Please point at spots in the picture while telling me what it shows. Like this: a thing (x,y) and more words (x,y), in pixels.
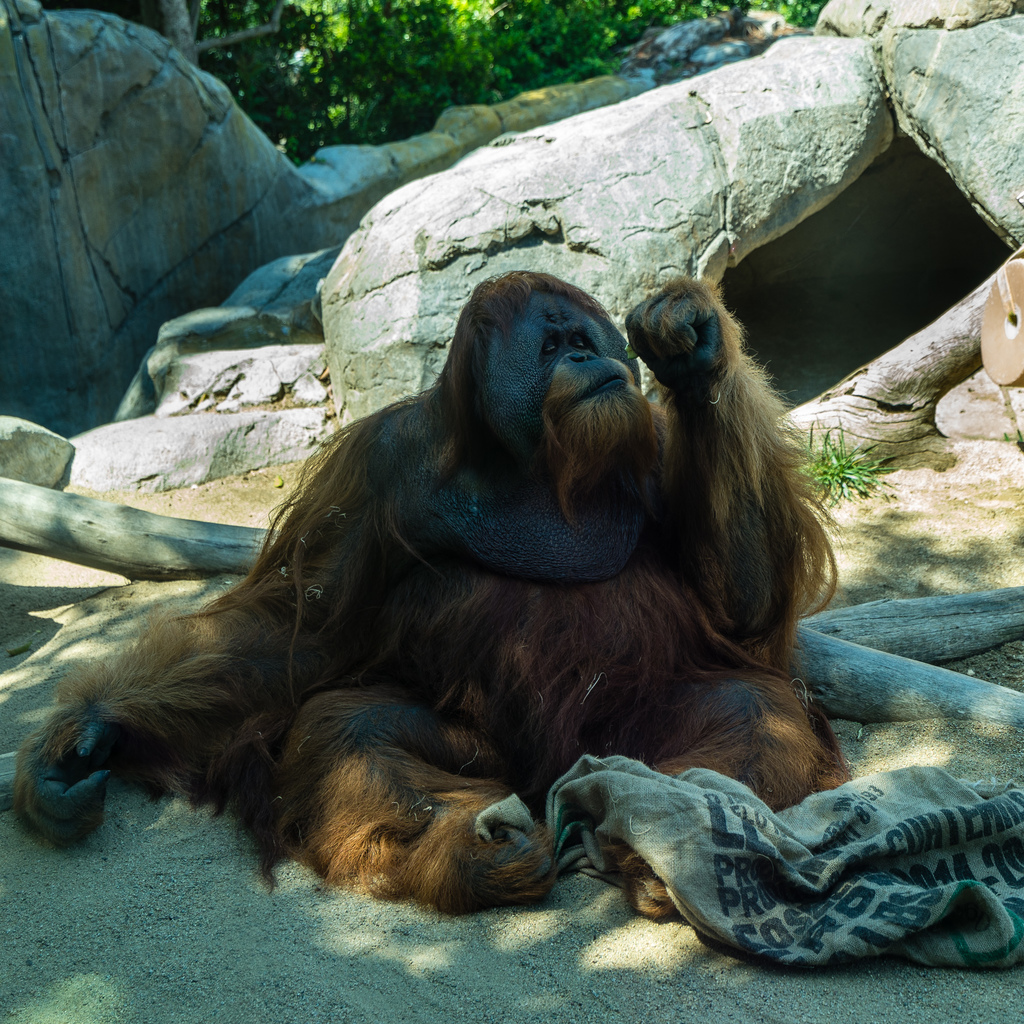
In this image we can see an animal (470,447) on the ground (84,966). We can see the wooden logs (948,675). In the background (143,199), we can see the rocks (517,118) and trees/plants (482,64).
